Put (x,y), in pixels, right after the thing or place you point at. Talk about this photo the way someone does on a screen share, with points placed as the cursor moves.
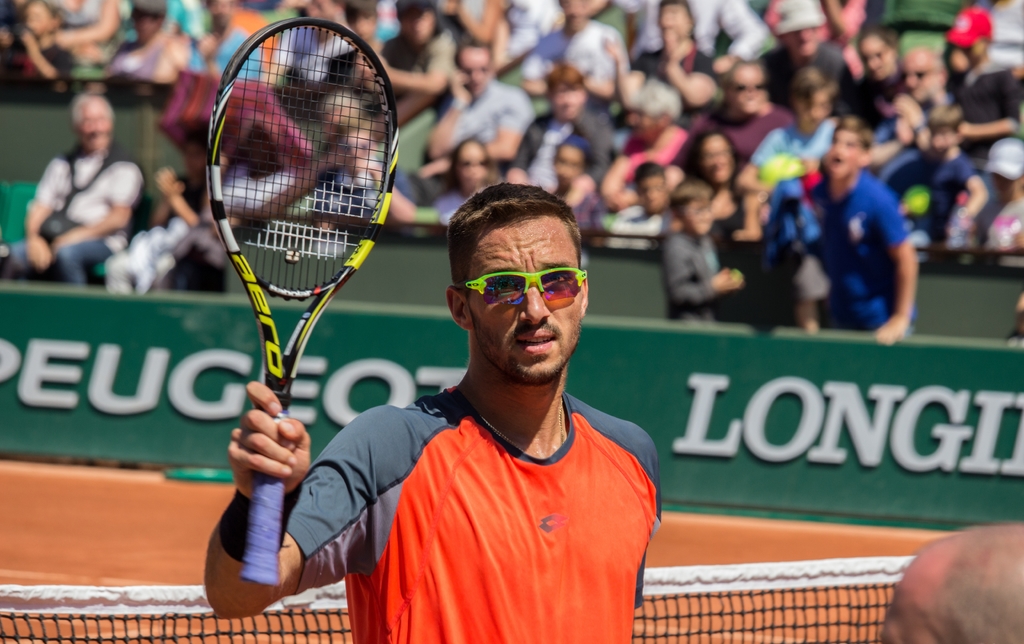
In this image there are two persons (436,402) in the tennis court (884,536) in which one of them is holding a tennis racket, a tennis net (734,571), there are many people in the stands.
